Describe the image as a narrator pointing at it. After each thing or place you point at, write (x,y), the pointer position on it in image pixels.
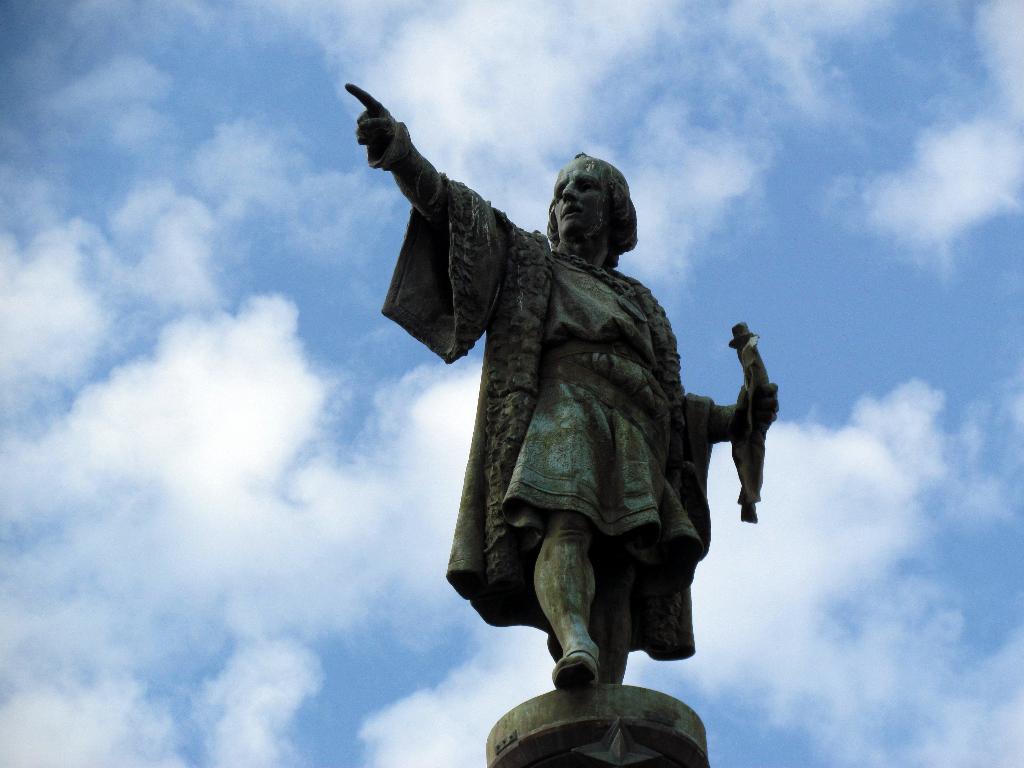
In this image in the center (533,295) there is one statue (586,434), and in the background (146,593) there is sky (166,370).
